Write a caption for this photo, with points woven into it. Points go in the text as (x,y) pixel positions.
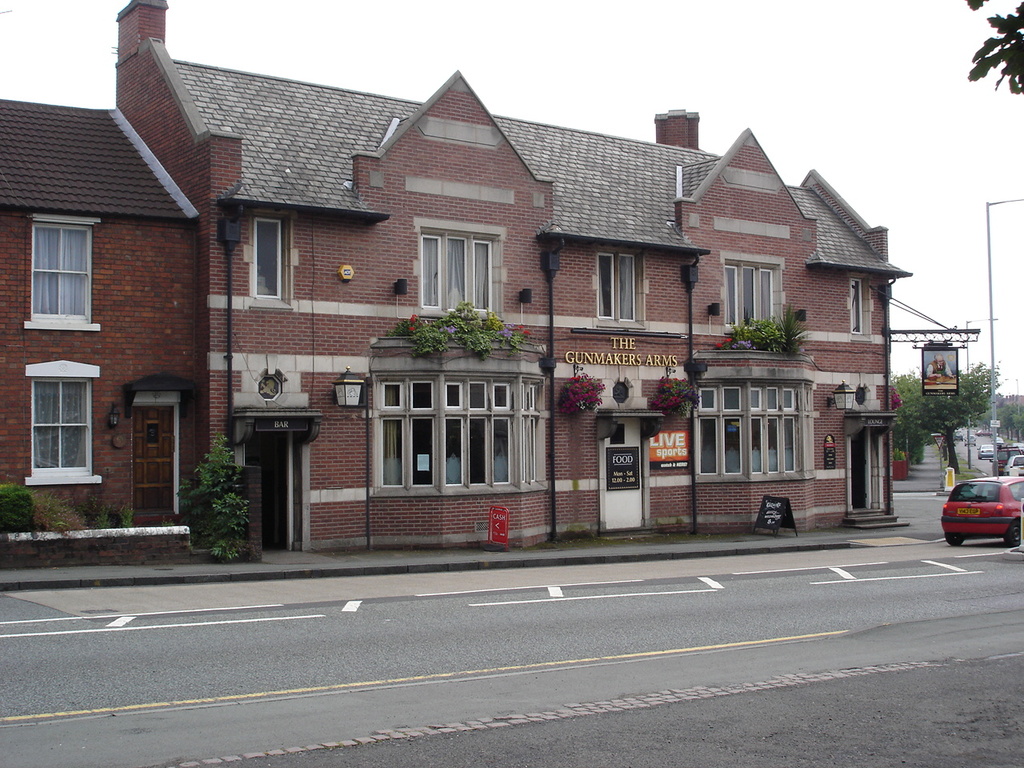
In this picture we can see buildings (548,515) with windows (623,302), banners (662,460), trees (915,398), poles (992,345) and vehicles (990,526) on the road (735,641) and in the background (979,259) we can see the sky (976,271).
